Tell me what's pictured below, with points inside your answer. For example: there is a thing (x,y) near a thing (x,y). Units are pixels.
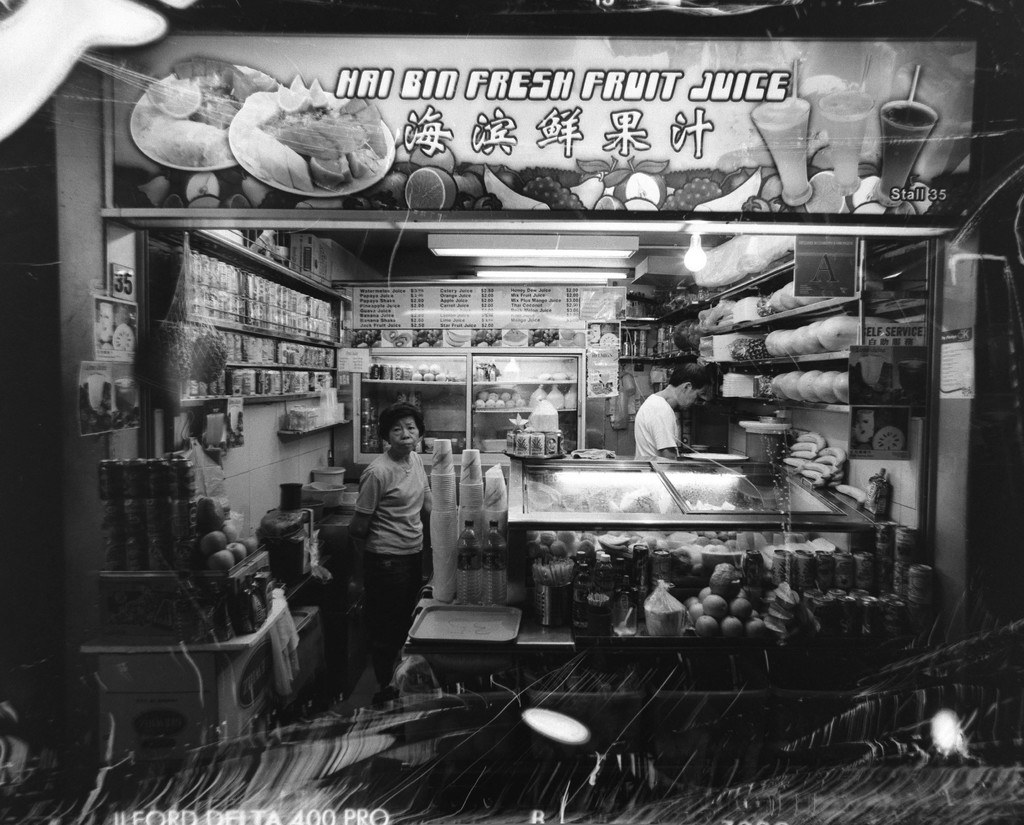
This picture is in black and white. In the picture, there is a store (352,381). On the top (581,121), there is a board (599,82) with some text (548,143) and pictures (198,99). In the store (461,489), there is a woman (378,665) and a man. The store (258,440) is filled with shelves (731,342) with objects (845,398).
